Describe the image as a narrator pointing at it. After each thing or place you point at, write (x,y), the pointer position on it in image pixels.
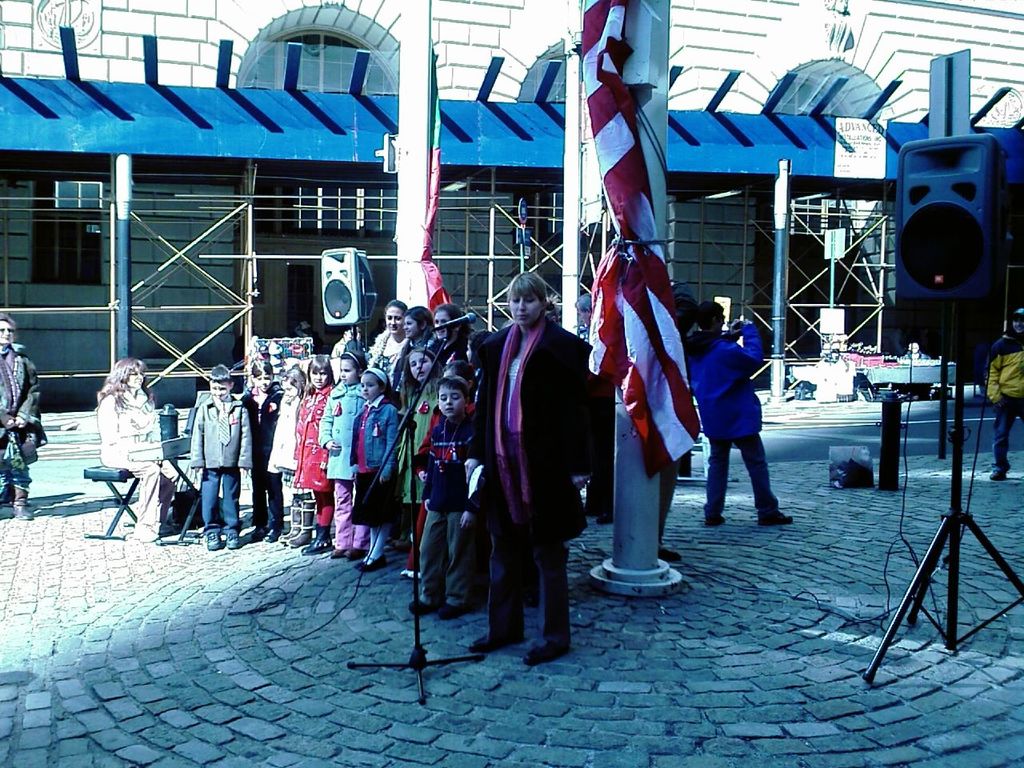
In the foreground of the picture (508,298) we can see people (328,480), stands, mic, bench (95,476), speakers (339,299), flagpoles (635,26), pavement (490,737) and various other objects (931,371). In the background (345,136) we can building (396,2), window (99,242) and other objects (476,209).
